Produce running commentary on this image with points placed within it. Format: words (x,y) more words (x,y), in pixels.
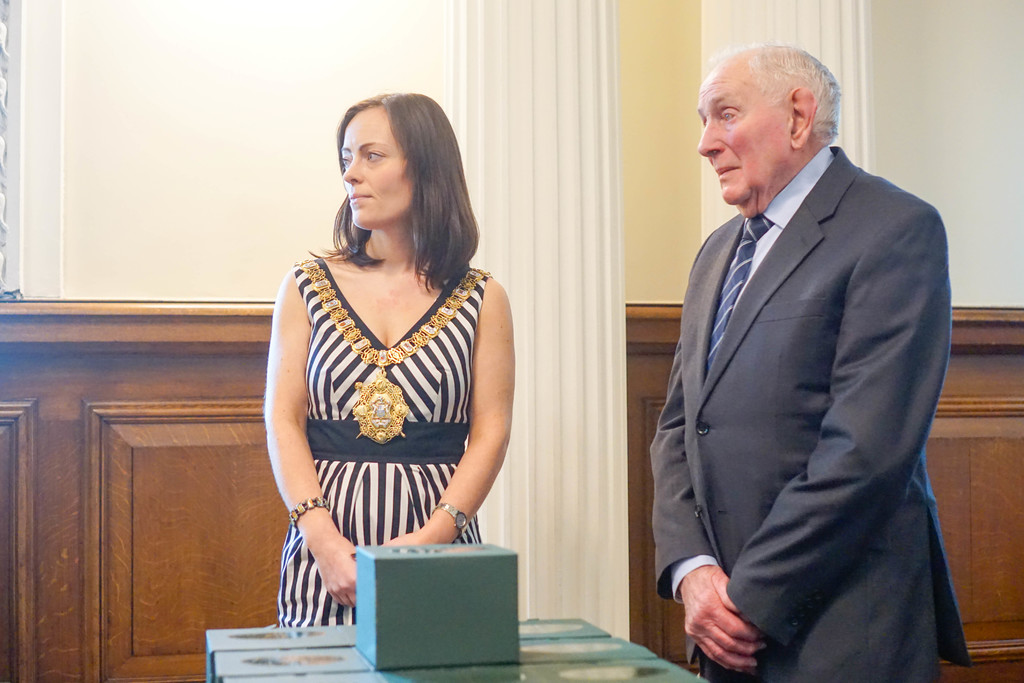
In this image I can see two persons (668,452) are standing on the floor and some objects (450,641). In the background (167,630) I can see a wall (289,160), pillars (588,339) and wooden panelling (122,414). This image is taken may be in a hall (221,522).
